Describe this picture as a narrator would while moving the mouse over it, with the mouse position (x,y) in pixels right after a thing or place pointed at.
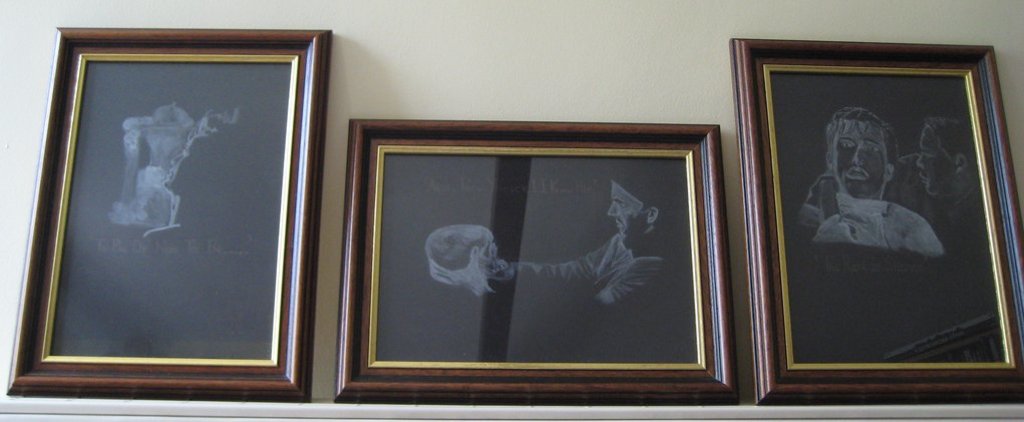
In this picture we can see photo frames (408,304) on the surface (397,410). Behind the photo frames (809,225), there's a wall (476,71).
